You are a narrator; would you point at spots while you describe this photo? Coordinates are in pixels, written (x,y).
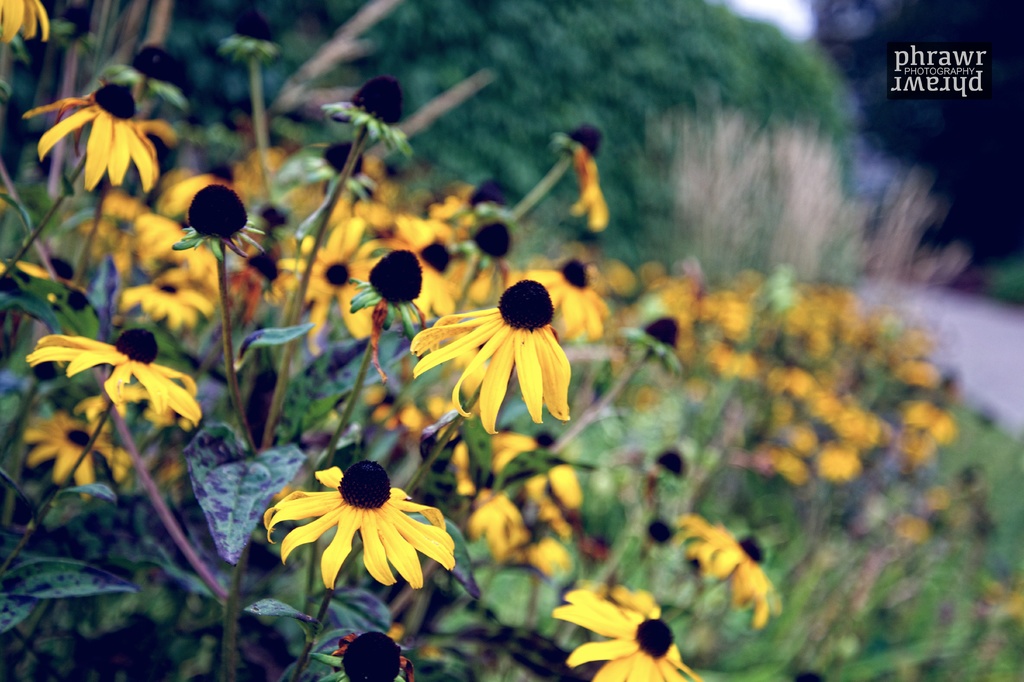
We can see plants (863,316) and flowers (869,325). In the background (819,74) it is blur. In the top right side of the image (985,56) we can see text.
